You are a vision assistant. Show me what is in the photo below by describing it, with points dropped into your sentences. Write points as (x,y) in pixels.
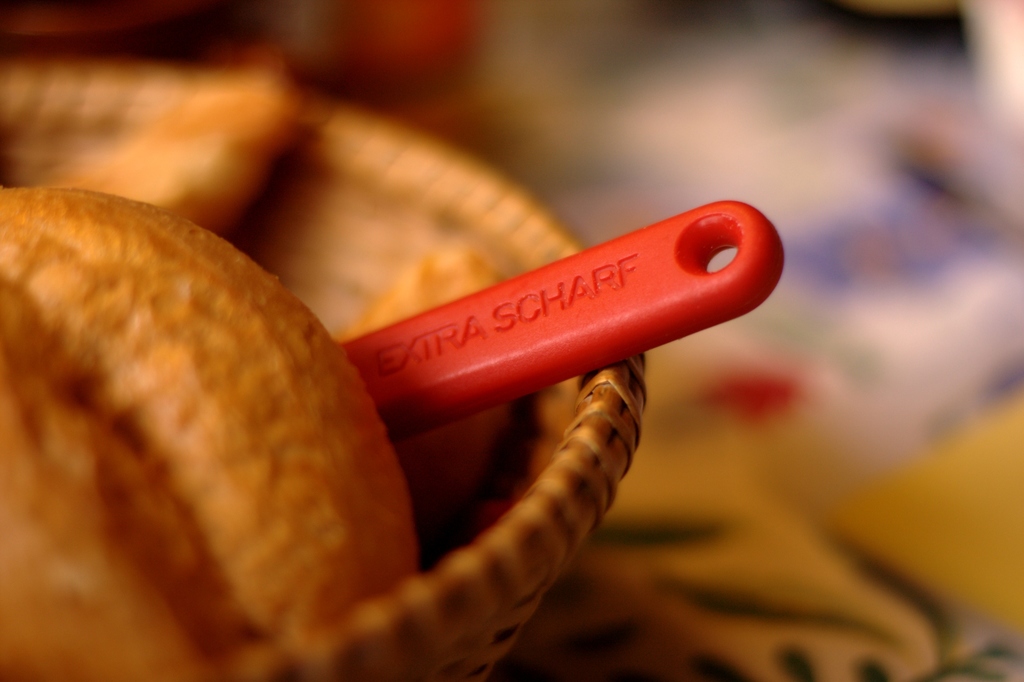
In this picture there is food (358,401) and there might be spoon (537,351) in the basket (439,643) and there is text (477,323) on the spoon (668,337). Right side of the image (923,589) is blurry.
